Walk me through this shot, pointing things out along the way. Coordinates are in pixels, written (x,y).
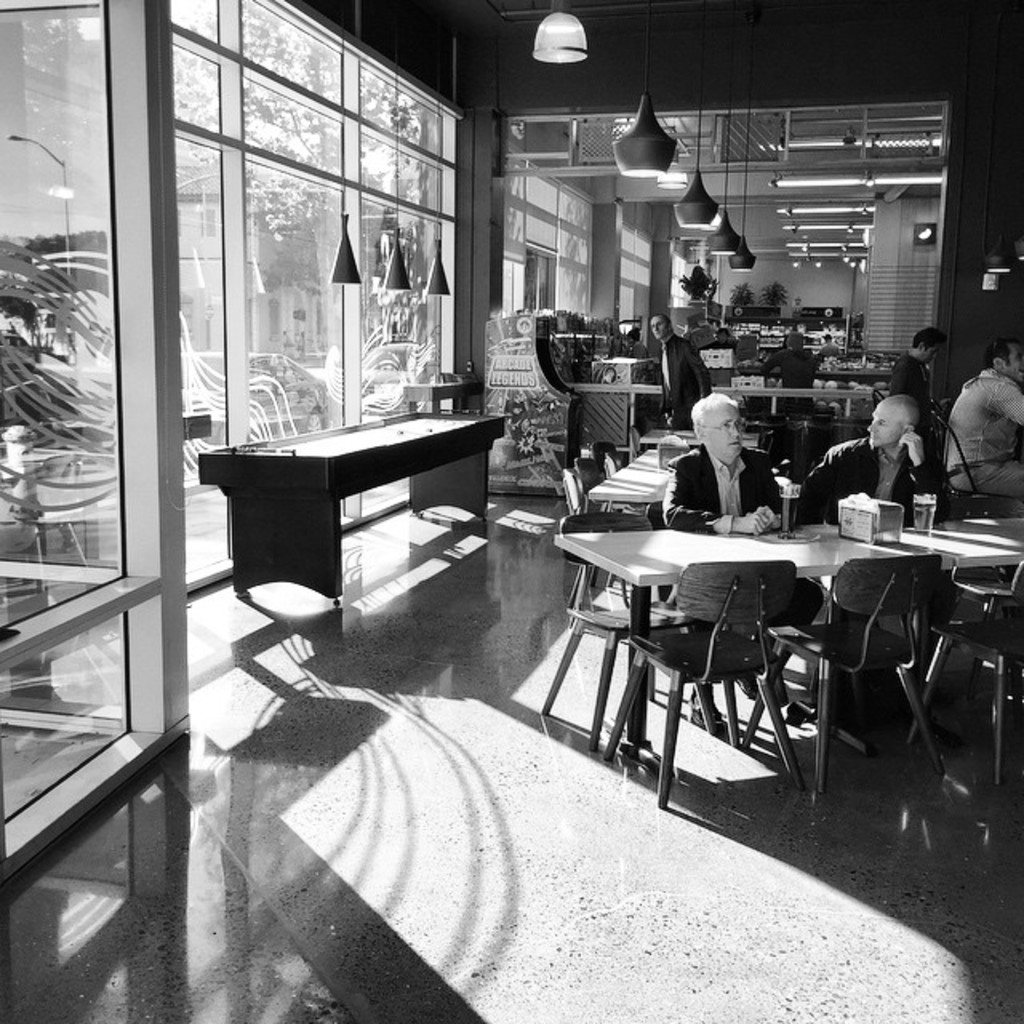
In this image there are group of persons (685,527) sitting in the room (575,437) and at the top of the image (343,237) there are lights (348,249) and at the left side of the image (304,291) there are glass doors (356,345).
